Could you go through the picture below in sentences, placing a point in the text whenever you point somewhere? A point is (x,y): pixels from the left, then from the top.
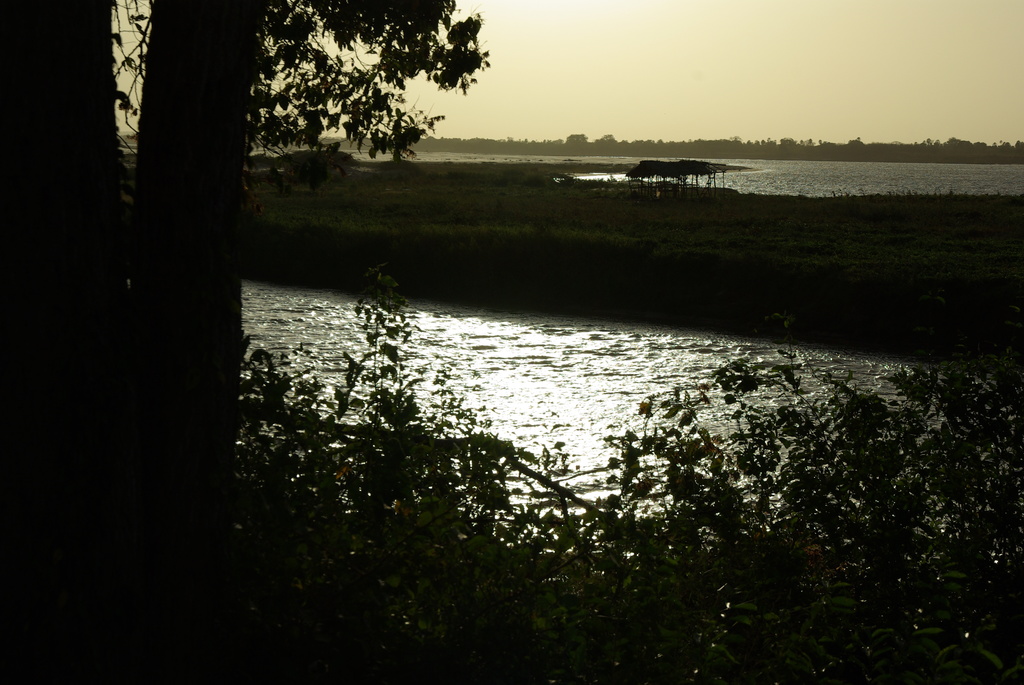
In this image there are trees (35,41), plants (740,239), water (875,186) and a tent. At the top of the image (724,85) there is sky (702,67).
